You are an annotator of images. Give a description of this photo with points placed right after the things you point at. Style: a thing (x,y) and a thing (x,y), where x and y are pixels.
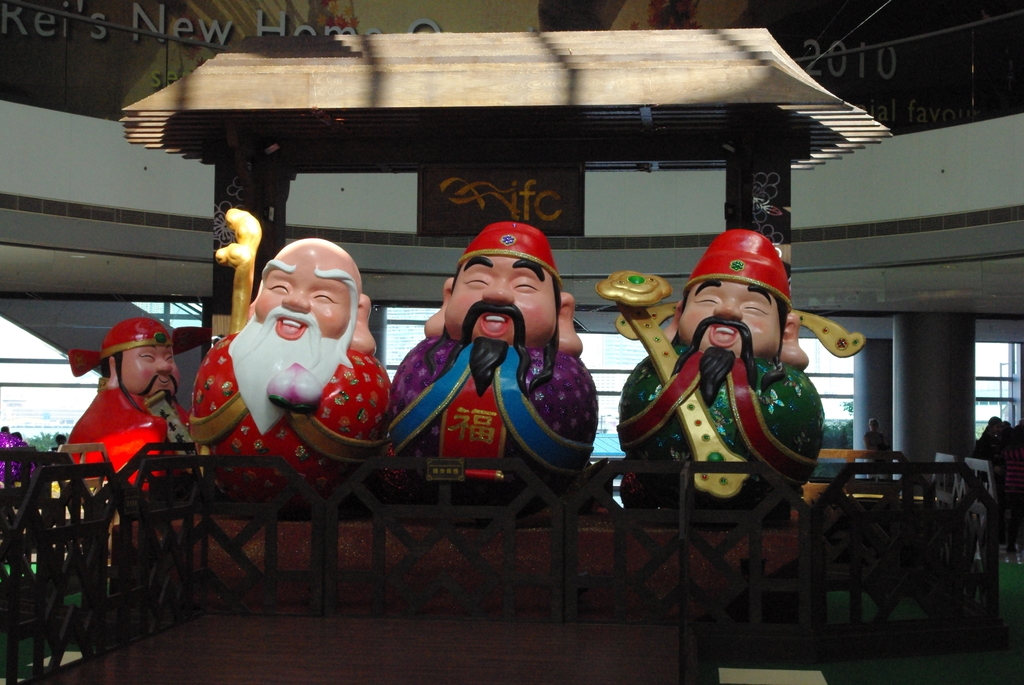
In this image, there are four sculptures (515,420) of the men (272,419) smiling. These are the kind of barricades (649,575). I think this is a wooden arch (560,116) with a board (501,169) hanging. These are the pillars (913,383). At the top of the image (349,30), that looks like a poster (693,18).
